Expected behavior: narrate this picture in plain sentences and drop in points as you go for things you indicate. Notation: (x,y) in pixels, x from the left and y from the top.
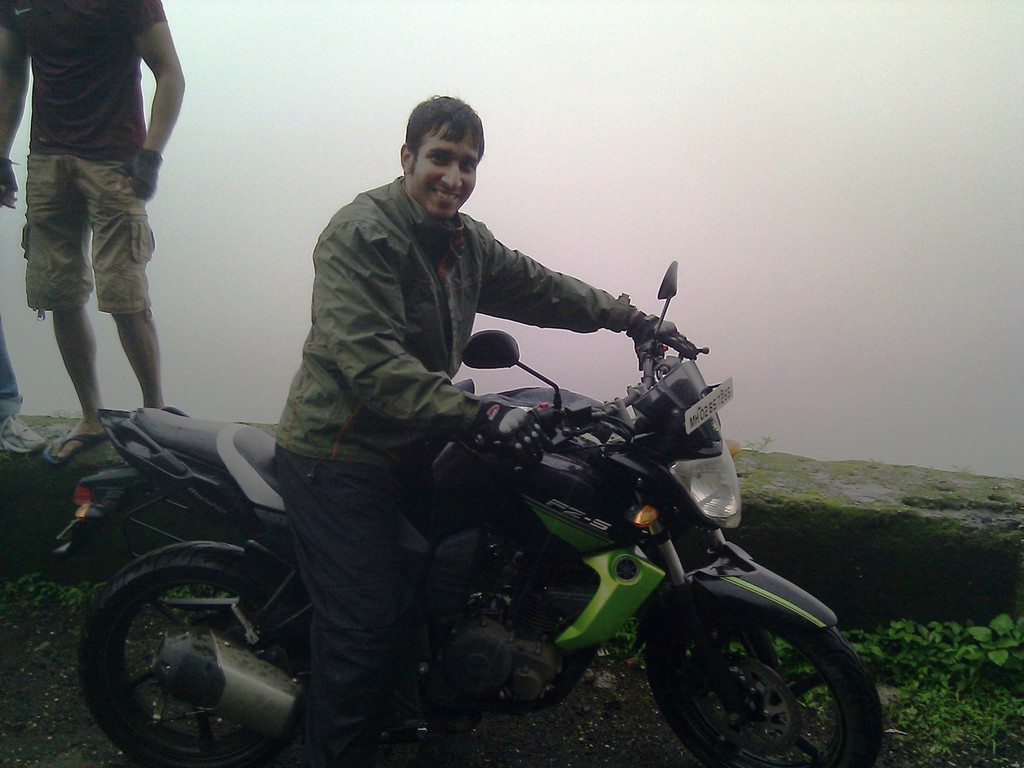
In the middle of the image (513,299) a man (435,427) is sitting on a bike (452,437) and smiling. Top left side of the image (90,7) a man (56,30) is standing. Bottom of the image (1009,643) there is grass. At the top of the image (549,91) there is fog (554,72).
